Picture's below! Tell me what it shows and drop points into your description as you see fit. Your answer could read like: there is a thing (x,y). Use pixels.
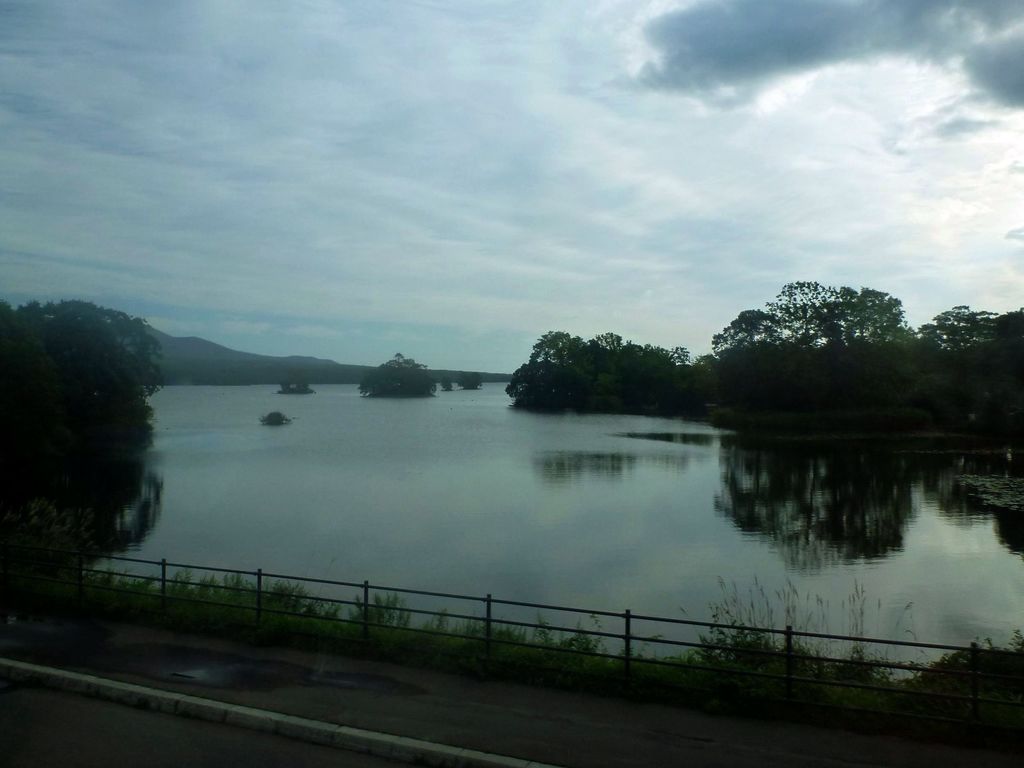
At the bottom of the image (975,686) there is fencing (975,642). Behind the fencing (213,602) there are some plants (233,603) and water (919,614). In the middle of the image (342,369) there are some trees (51,315) and hills (212,361). At the top of the image (924,204) there are some clouds (979,133) and sky (945,41).
